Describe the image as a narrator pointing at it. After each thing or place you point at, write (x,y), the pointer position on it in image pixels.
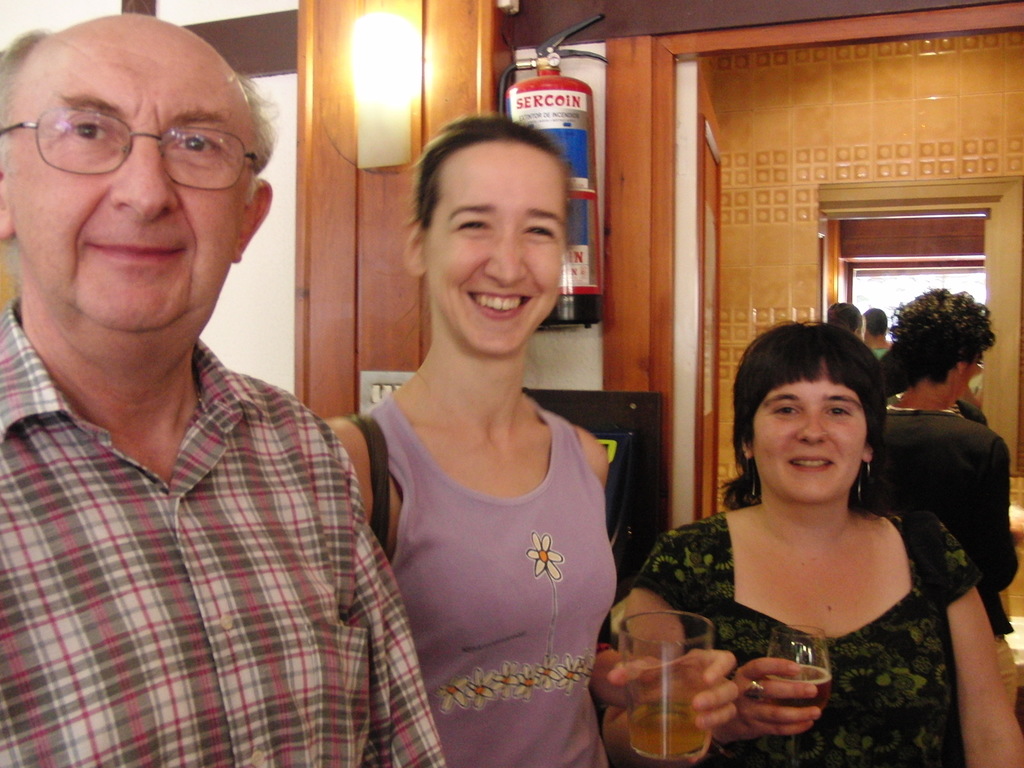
In this image there are some persons (575,426) standing as we can see in the bottom of this image (435,655). There is a wall (948,157) in the background (374,188). There is a door (701,364) on the right side of this image (714,374). There is a fire extinguisher (587,287) on the top of this image (571,91), and there is a light (405,64) on the left side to this fire extinguisher (509,71).
